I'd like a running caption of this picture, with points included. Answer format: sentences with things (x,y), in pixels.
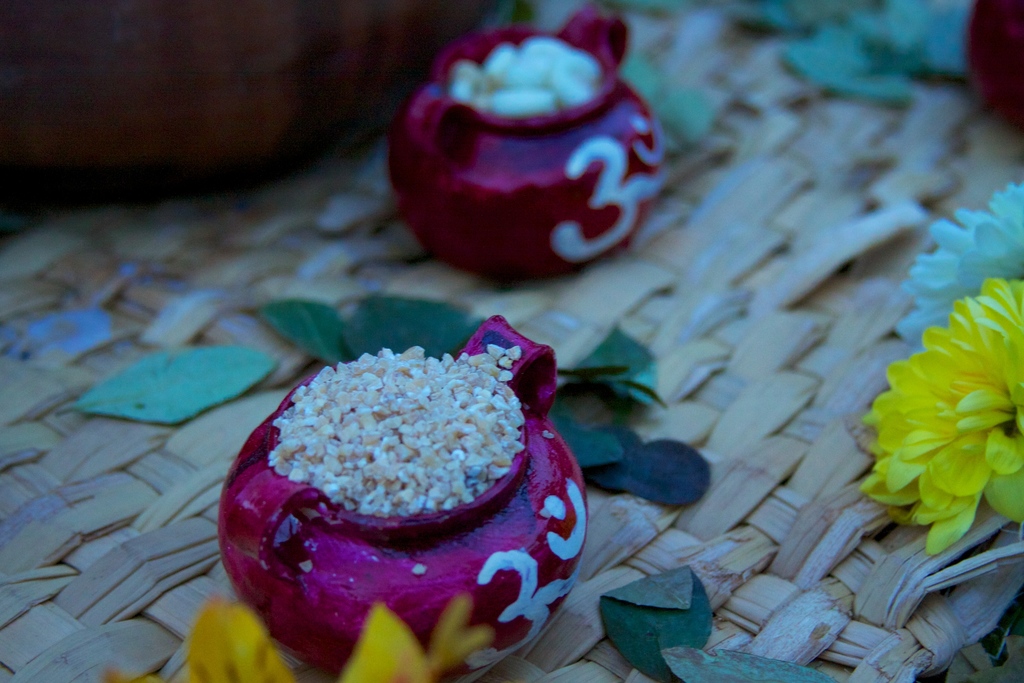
In this image there are two colorful pots (644,131), in which there are some objects (496,421), kept on wooden mat (76,436), there are leaves (868,78), flowers (906,288) on it.
